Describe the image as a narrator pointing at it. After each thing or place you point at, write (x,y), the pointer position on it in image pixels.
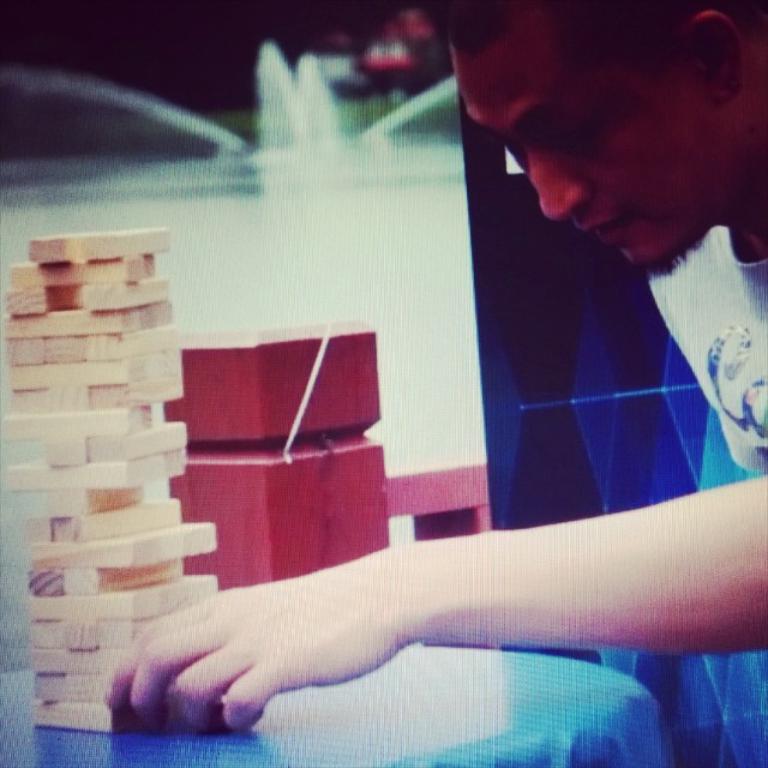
In this image there is a table (348,699). On the table (52,748) there are wooden blocks (76,593). It is called as jenga (96,479). To the right (683,594) there is a person (599,541). In the background (282,169) there is a water fountain (277,137).
